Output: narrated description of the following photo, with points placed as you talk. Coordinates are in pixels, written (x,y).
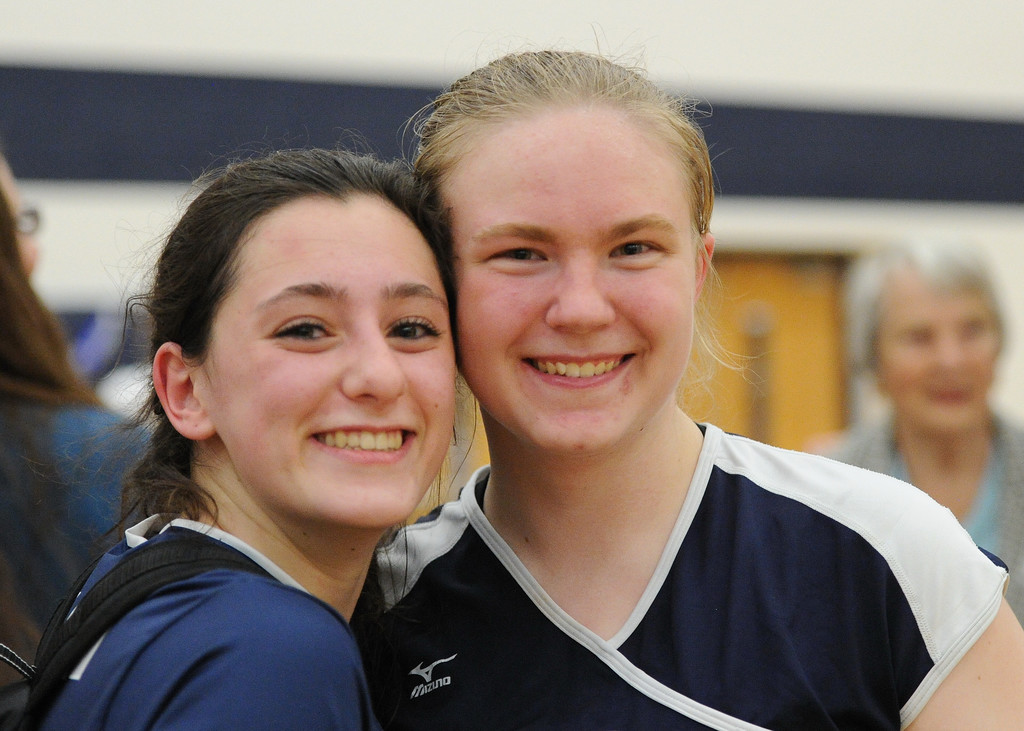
In the foreground (586,444) we can see two women (367,335). In the background (961,401) it is not clear yet we can see people (961,433) and door (768,332).
